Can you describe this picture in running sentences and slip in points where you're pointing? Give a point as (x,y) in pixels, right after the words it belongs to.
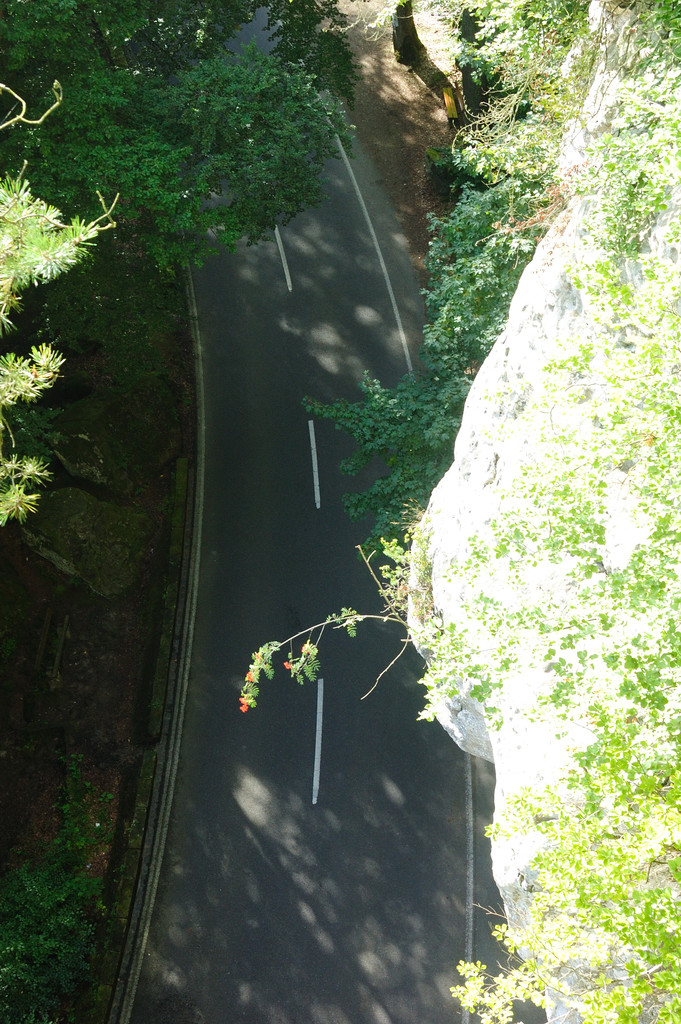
In this image there are trees (137,72).
